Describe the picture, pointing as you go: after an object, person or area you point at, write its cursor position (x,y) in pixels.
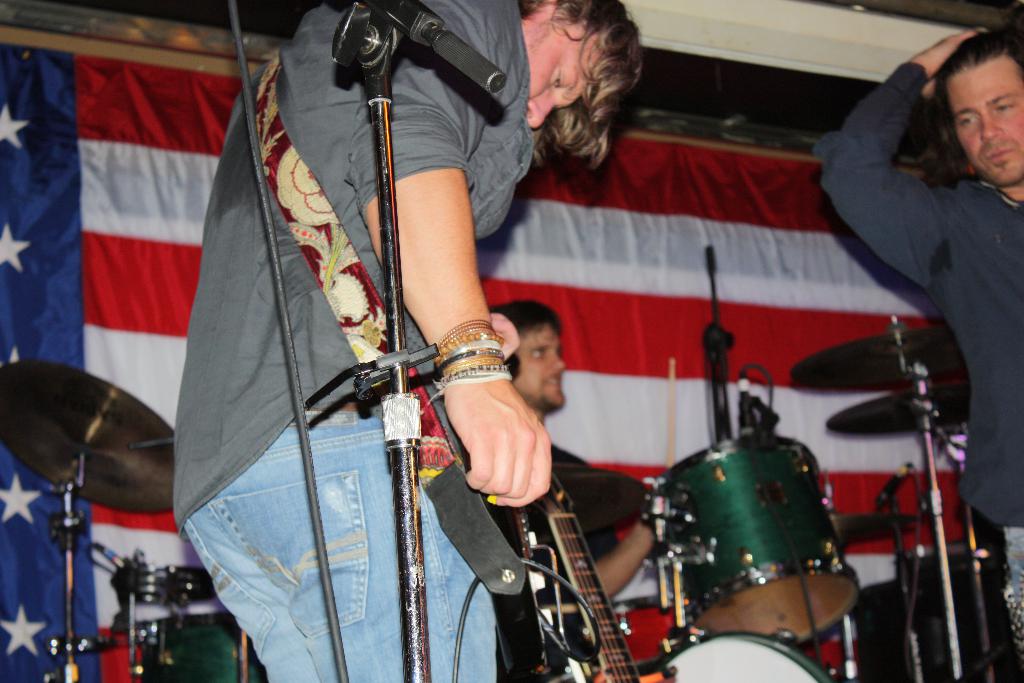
In this picture there is a boy (429,73) who is standing in the center of the image (475,450), by holding a guitar (548,527) in his hands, there is a mic (376,3) on the left side of the image (336,44) and there is another man (1014,599) who is standing on the right side of the image (946,98), there is a flag (13,111) and drum set (147,474) in the background area of the image (546,255).
